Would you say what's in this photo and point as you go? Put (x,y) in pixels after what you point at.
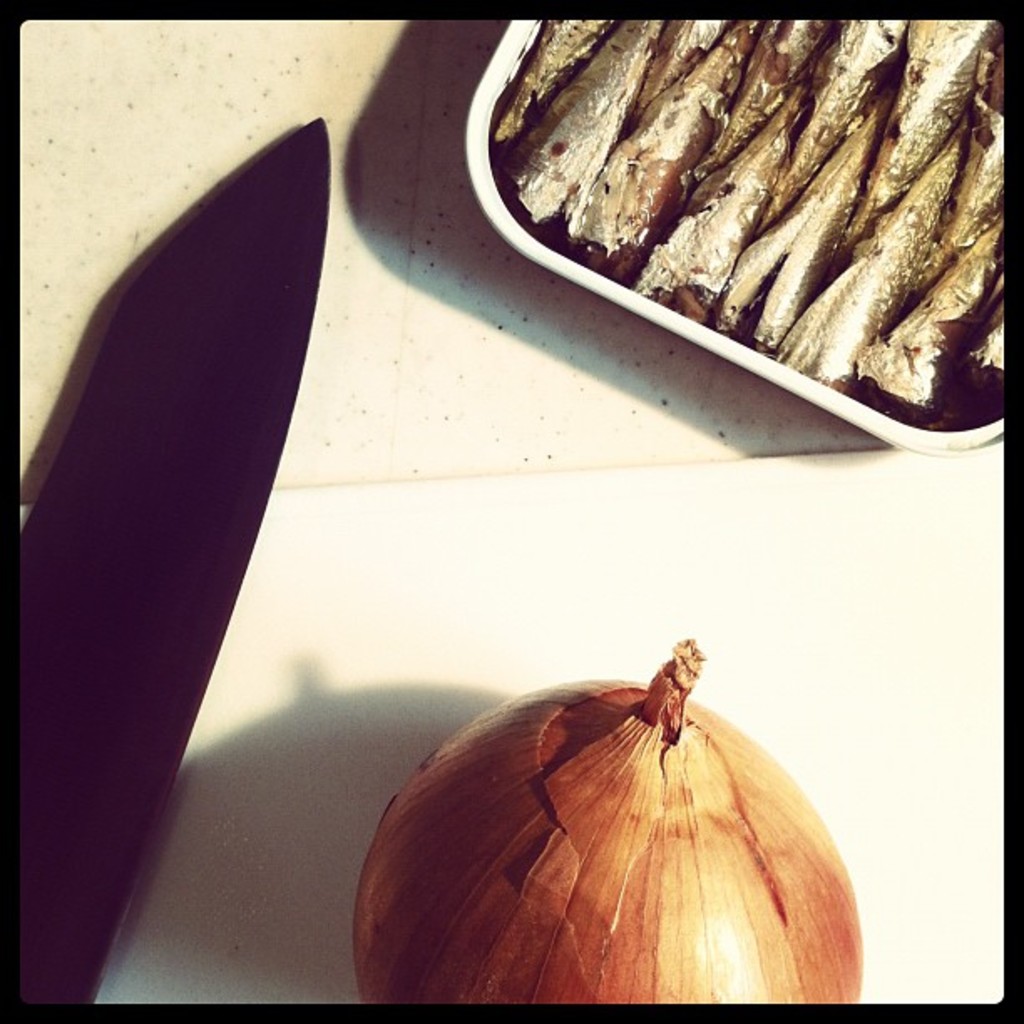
In this image I can see few food items (797,139) in the tray (668,322). In front (595,937) I can see an onion (607,949) and the knife (177,610) on the white color surface (475,696).
